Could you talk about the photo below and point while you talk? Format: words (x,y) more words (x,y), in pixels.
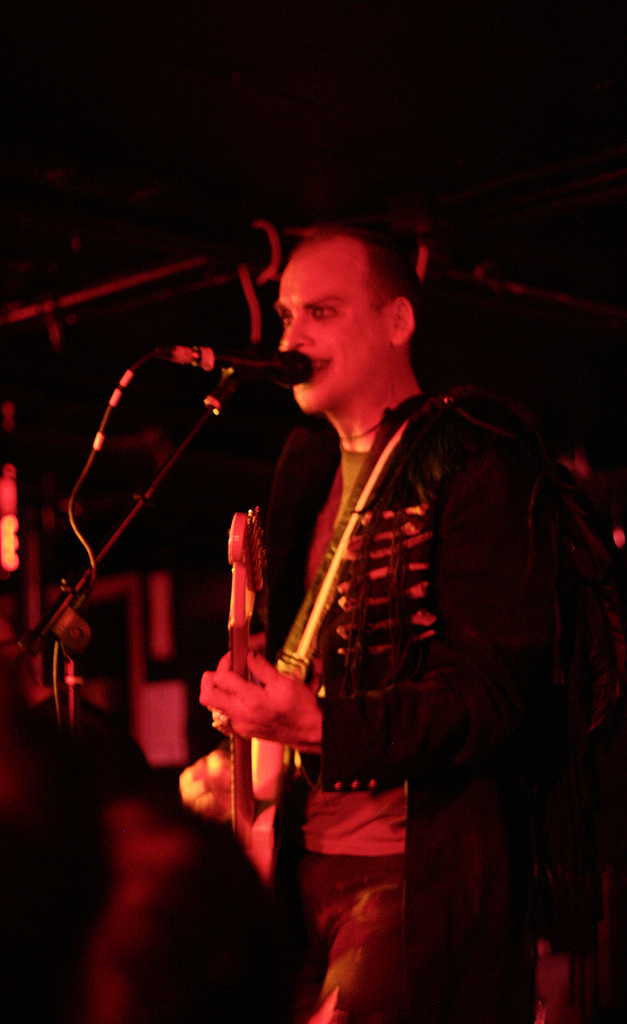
In this image, there is one person (416,883) standing and playing guitar (239,604) and singing in front of the mike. The background of the image (571,93) looks dark as if it is taken inside a hall (519,297) during night time.
